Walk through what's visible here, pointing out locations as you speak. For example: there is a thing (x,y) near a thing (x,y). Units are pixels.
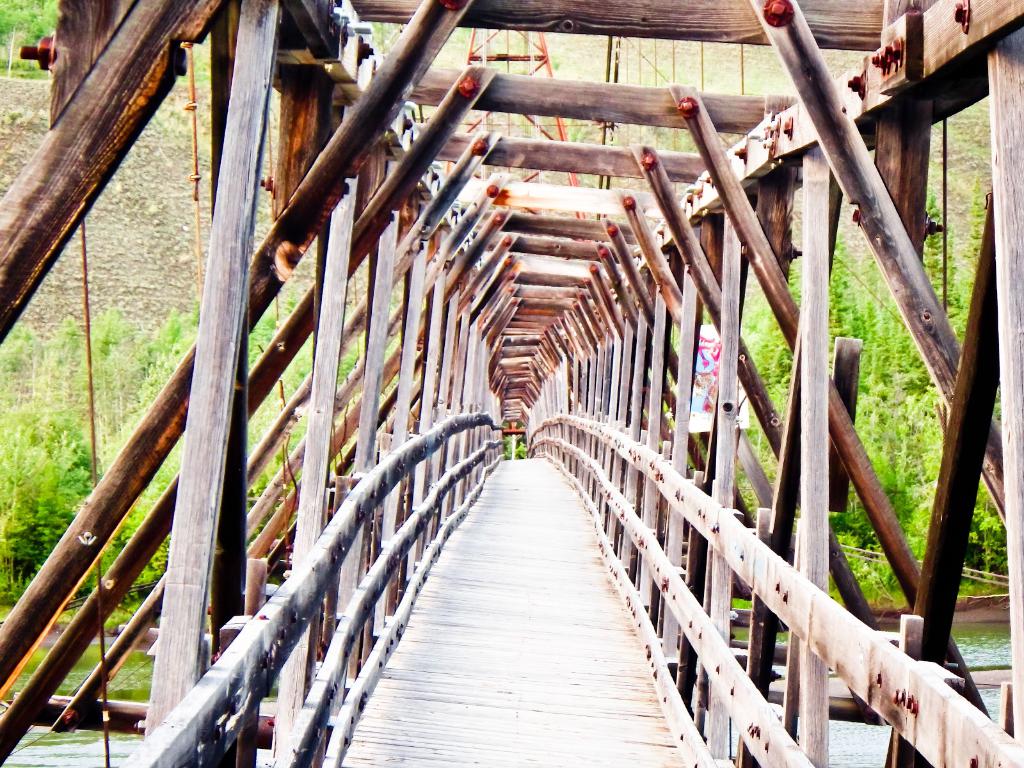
In this image we can see the wooden bridge (543,529). We can also see the trees (886,433), a small banner (707,356) and also the water (140,667).
